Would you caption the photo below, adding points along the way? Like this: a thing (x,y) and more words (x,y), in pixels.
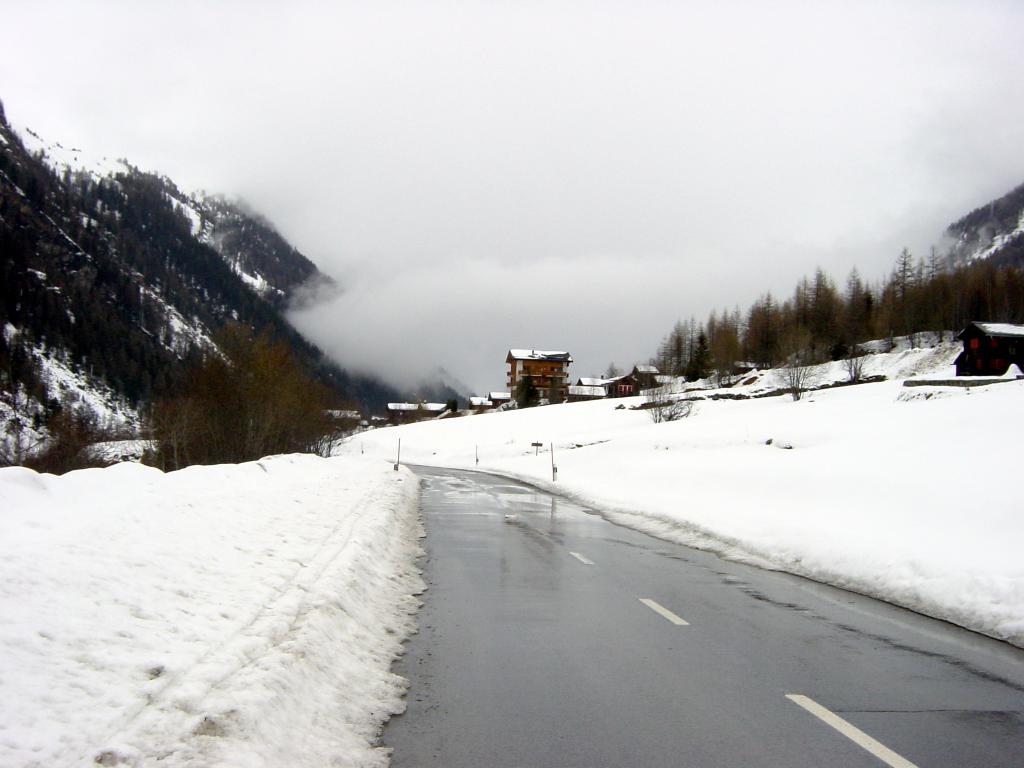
In this picture we can see a road (526,609) and on the right side of the road (525,754) there are houses (553,379), trees (822,304), hills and snow (542,425). Behind the houses (540,364) there is fog (455,283).
